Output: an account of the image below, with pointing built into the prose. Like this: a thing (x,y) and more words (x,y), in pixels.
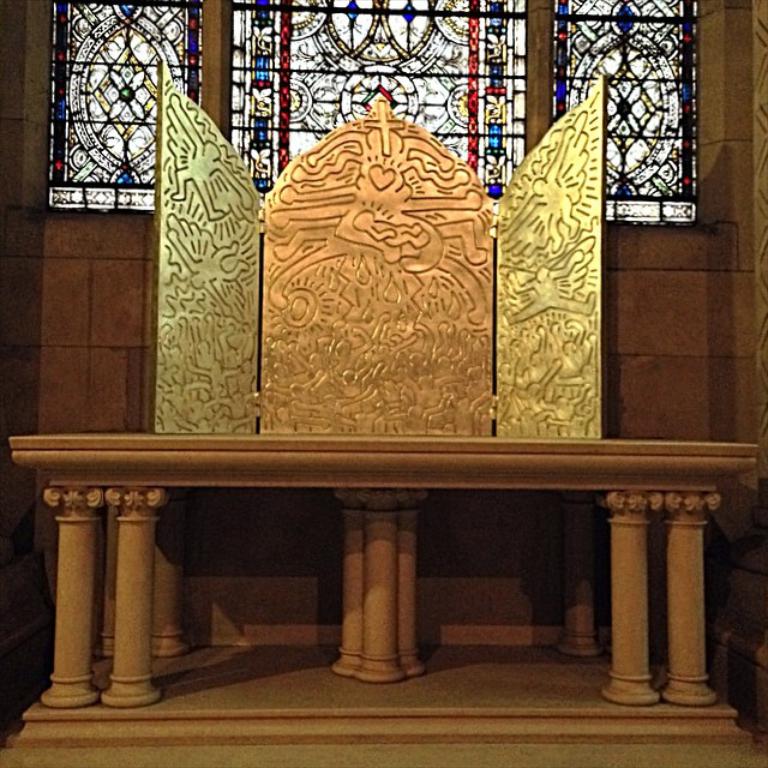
In this image I can see a marble table (716,447) and on it I can see a golden colour thing (334,224). I can also see number of designs (384,326) on it and in the background (75,39) I can see a glass window (148,71).
